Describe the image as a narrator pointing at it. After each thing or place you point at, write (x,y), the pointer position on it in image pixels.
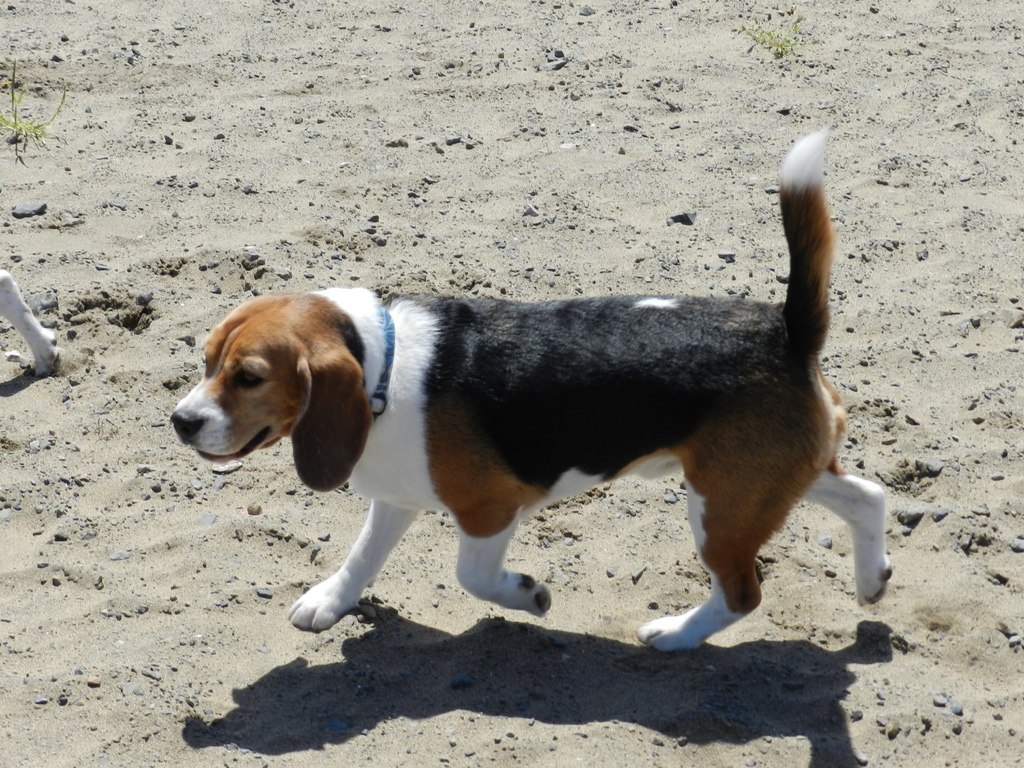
In this image we can see a dog (238,441), on the ground (500,726), there are small stones (780,110), there is a sand (622,574).
